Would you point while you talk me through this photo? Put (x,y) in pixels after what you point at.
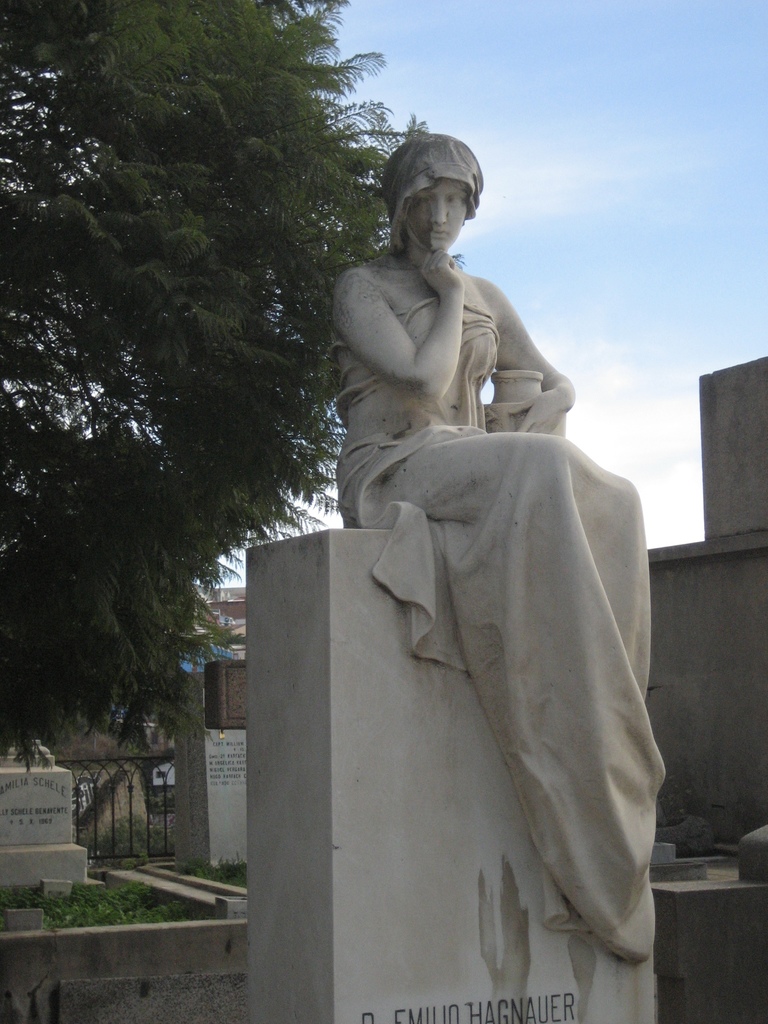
In this image we can see a statue (579,921). In the background (731,551), we can see the buildings (731,551). There is a tree (104,376) on the left side of the image (92,709). We can see the sky (606,127) at the top of the image (604,127).
